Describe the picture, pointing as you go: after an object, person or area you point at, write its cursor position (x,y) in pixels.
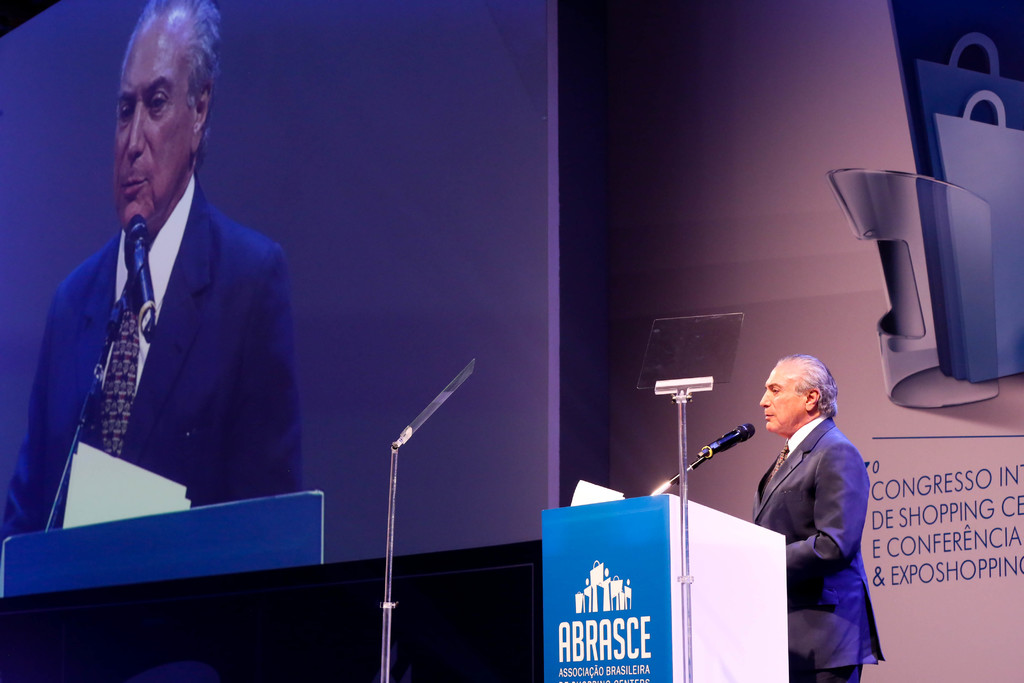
In this picture I can see there is a person (828,462) standing here and there is a wooden table (633,551) here and there is a microphone (714,450) attached to the wooden table (656,505). In the backdrop (577,313) there is a wall (623,239) and there is a screen (395,218).
